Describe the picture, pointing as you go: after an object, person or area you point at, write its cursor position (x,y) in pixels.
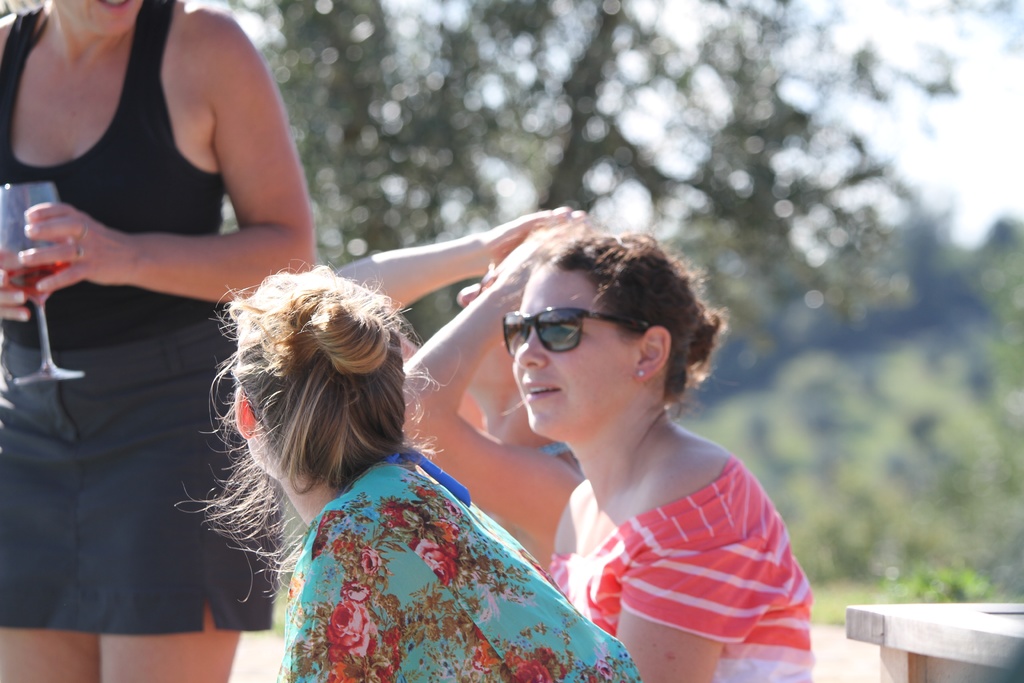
In this picture we can see few people (387,357), on the left side of the image (206,244) we can see a woman (199,323), she is holding a glass (66,370), in the background (845,288) we can see few trees (819,304).
